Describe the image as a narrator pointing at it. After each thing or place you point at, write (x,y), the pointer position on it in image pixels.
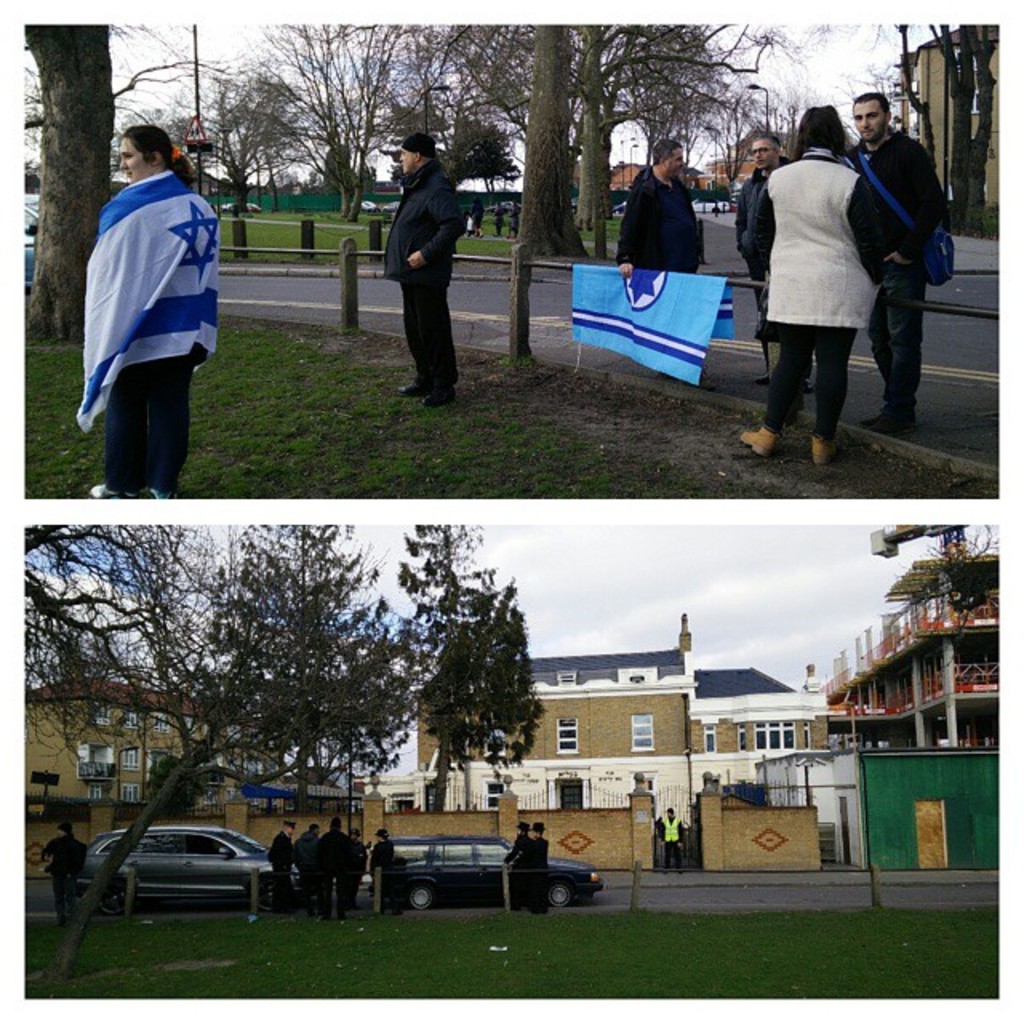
This picture describes about collage of images, in this we can find few cars (186,837), trees (140,673), buildings (679,776), poles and people (167,282), and also we can see a crane (894,532) and sign boards (45,783).
